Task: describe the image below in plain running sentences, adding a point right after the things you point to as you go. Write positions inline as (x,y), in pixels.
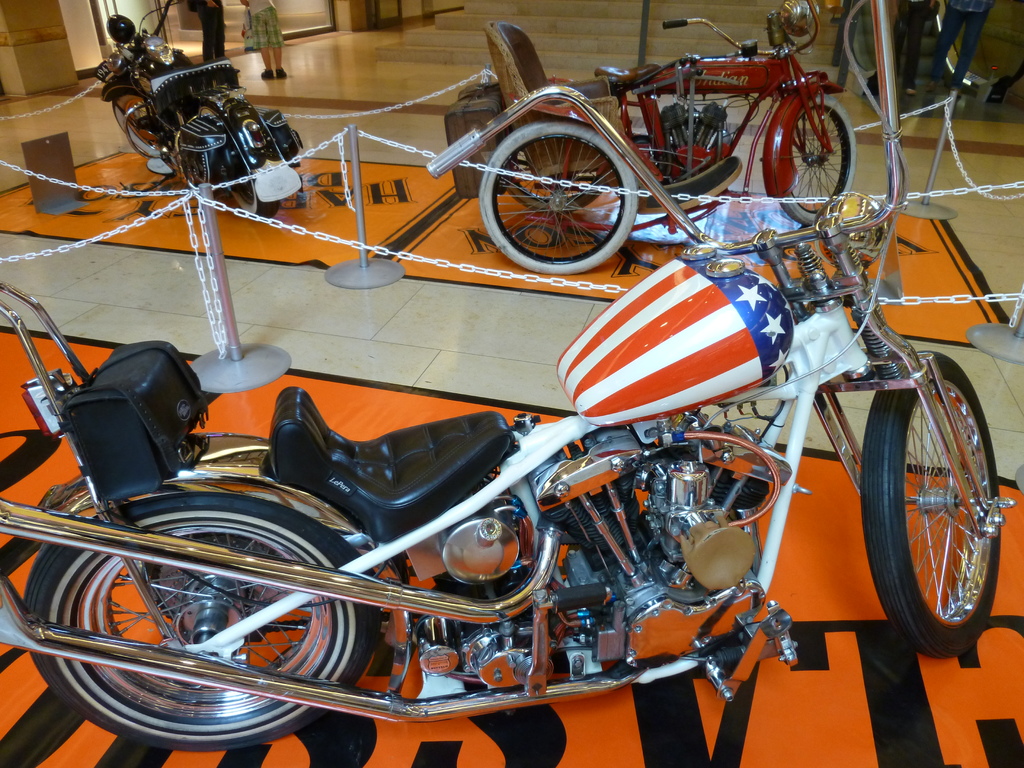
There are three different types of motorbikes (579,195). These are the iron chains (242,211), which are tied to the poles (214,240). In the background (261,48), I can see two people (269,35) standing. These are the stairs (459,52). On the right side of the image (899,27), I can see two people (944,20) standing near the escalator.
